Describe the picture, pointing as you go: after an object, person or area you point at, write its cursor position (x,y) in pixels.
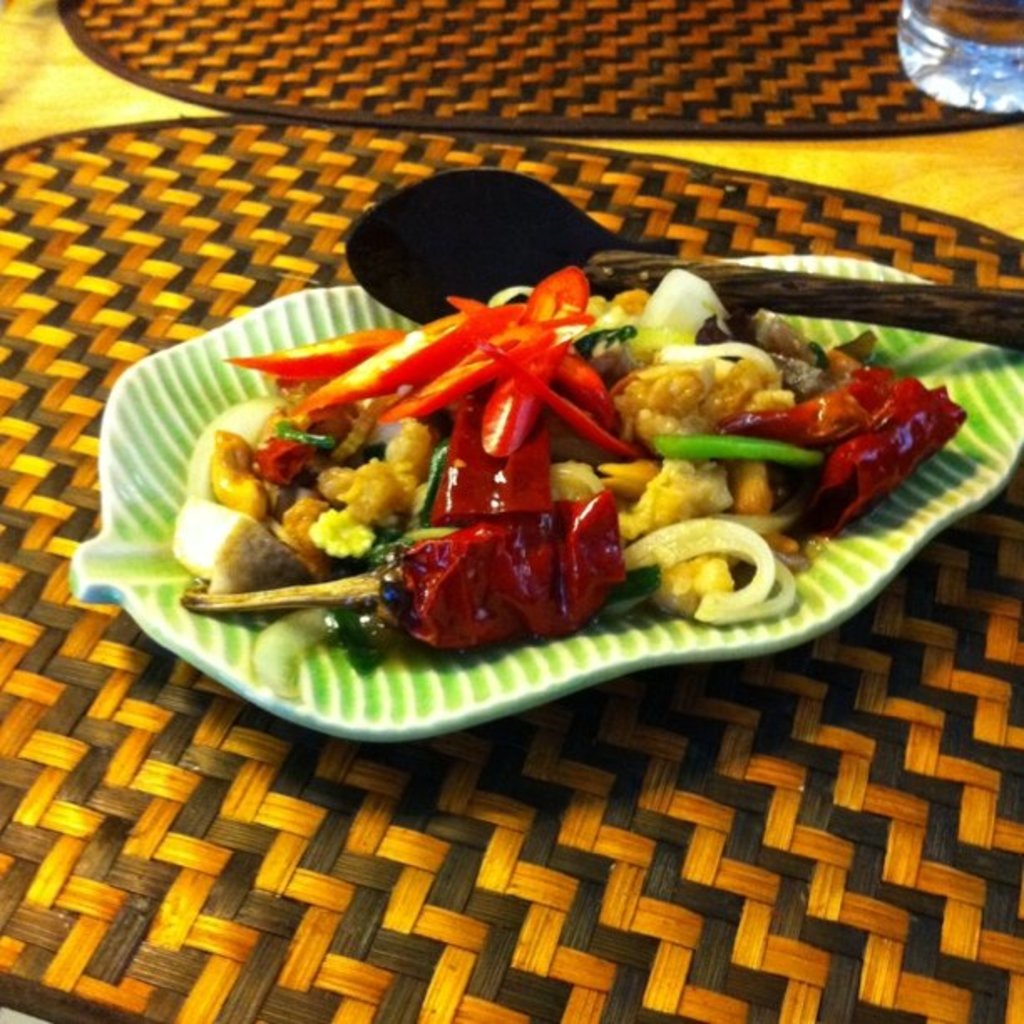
In this image I can see food item (635,463) with spoon (631,285) on a plate (595,643), which is placed on a table mat (590,835). Also there is another mat (734,67) and in the top right corner (1004,106) it looks like a glass of water (961,76).
